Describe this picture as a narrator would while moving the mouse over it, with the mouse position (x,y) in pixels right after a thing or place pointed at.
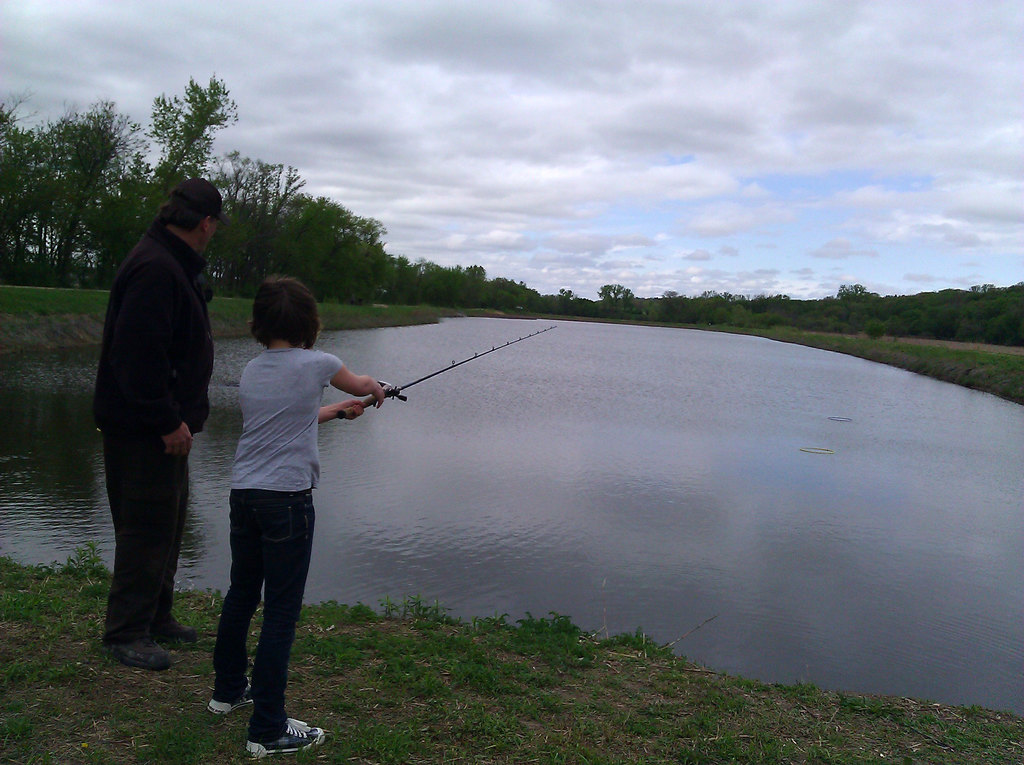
There are two people (197,411) standing and this kid (240,584) holding a fishing rod (395,393). We can see water (571,603) and grass (692,702). In the background (76,209) we can see trees (955,306) and sky (626,285) with clouds (716,33).
